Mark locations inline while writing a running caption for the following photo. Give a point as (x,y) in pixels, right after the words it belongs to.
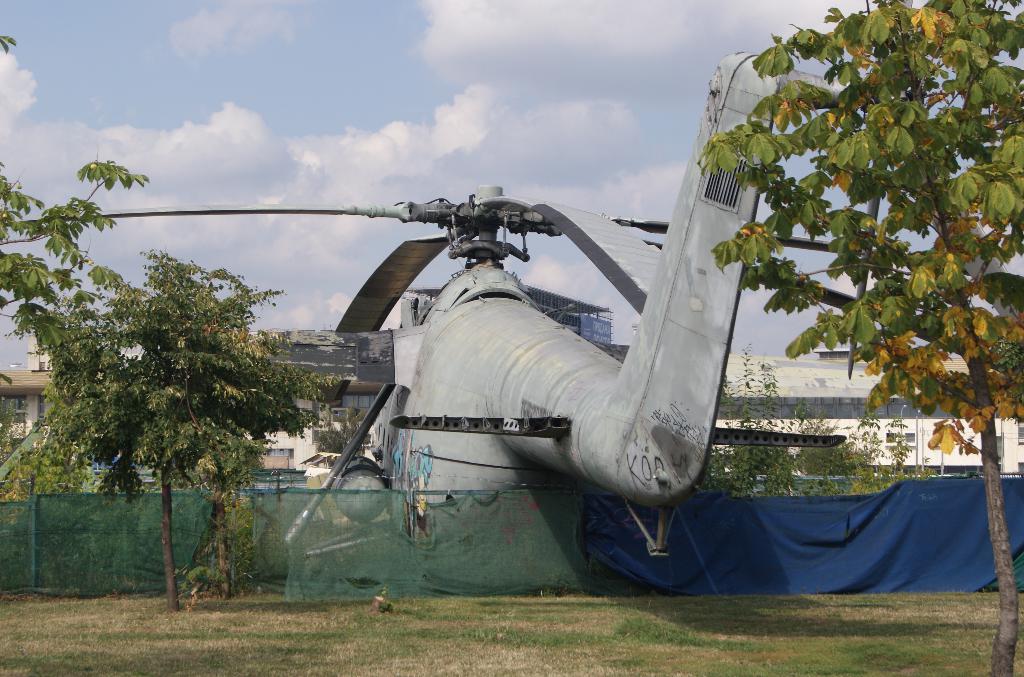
In this image in the front (474,618) there's grass (503,665) on the ground (334,601) and in the center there are trees (224,558) and there is a fence (591,525). In the background (479,380) there is a helicopter (514,397), there are buildings (831,402) and trees (864,446). In the front (945,354) on the right side (990,452) there is a tree (990,452) and the sky (461,137) is cloudy.
